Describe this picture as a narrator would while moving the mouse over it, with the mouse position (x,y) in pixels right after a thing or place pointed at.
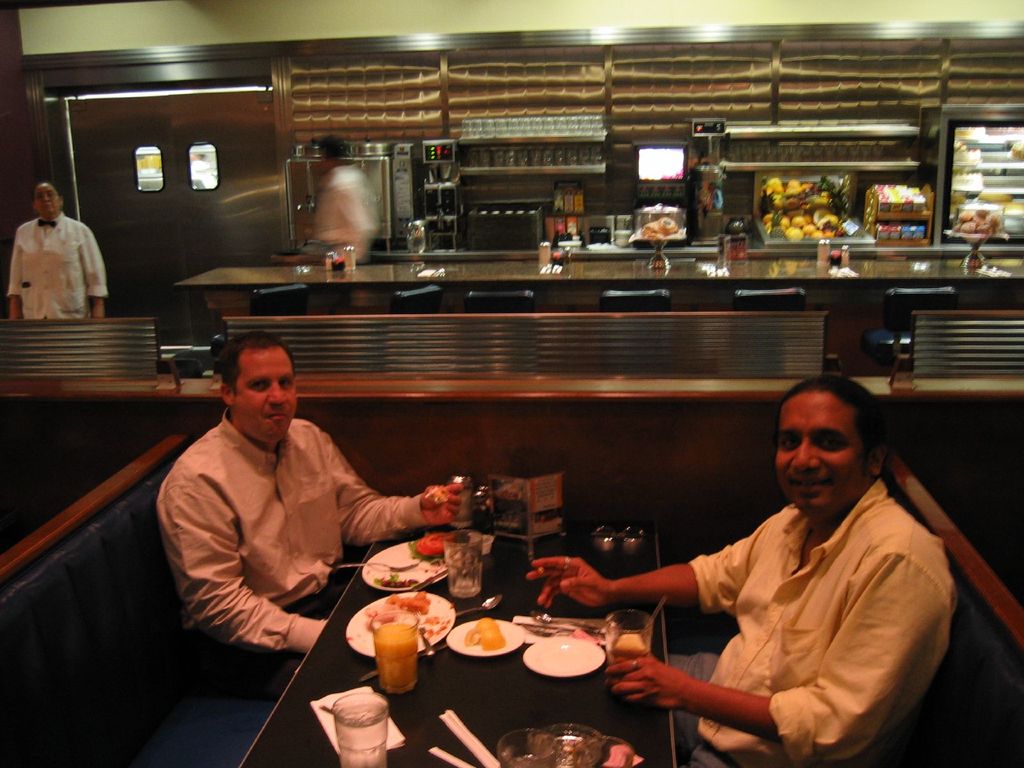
This picture was taken in the restaurant (239,272). I can see two people (782,560) sitting on the bench (97,598). This is the table (515,683) with plates (418,619), glasses (479,546), spoons (483,606) and few other objects (457,726) on it. I can see two people (324,232) standing. These are the chairs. This is the metal door (121,175) with the glass (143,160). I can see glasses (528,154) placed in the rack (768,154). These look like fruits (834,195). I can see the machines (382,209) on the table (692,247).
